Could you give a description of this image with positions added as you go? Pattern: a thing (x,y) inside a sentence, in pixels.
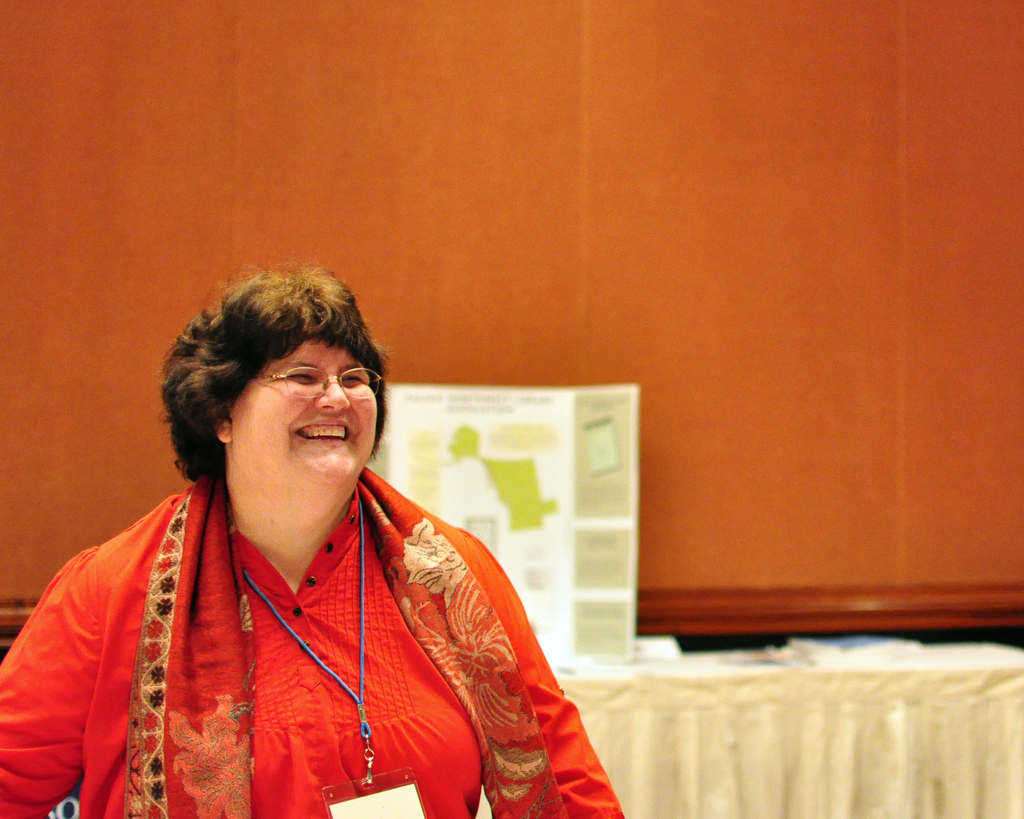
In this image we can see a woman (485,732) smiling and in the background (616,561), we can see a poster (592,469) and there is a table (780,796) with a cloth (751,753) and on the table (737,672) we can see some objects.
